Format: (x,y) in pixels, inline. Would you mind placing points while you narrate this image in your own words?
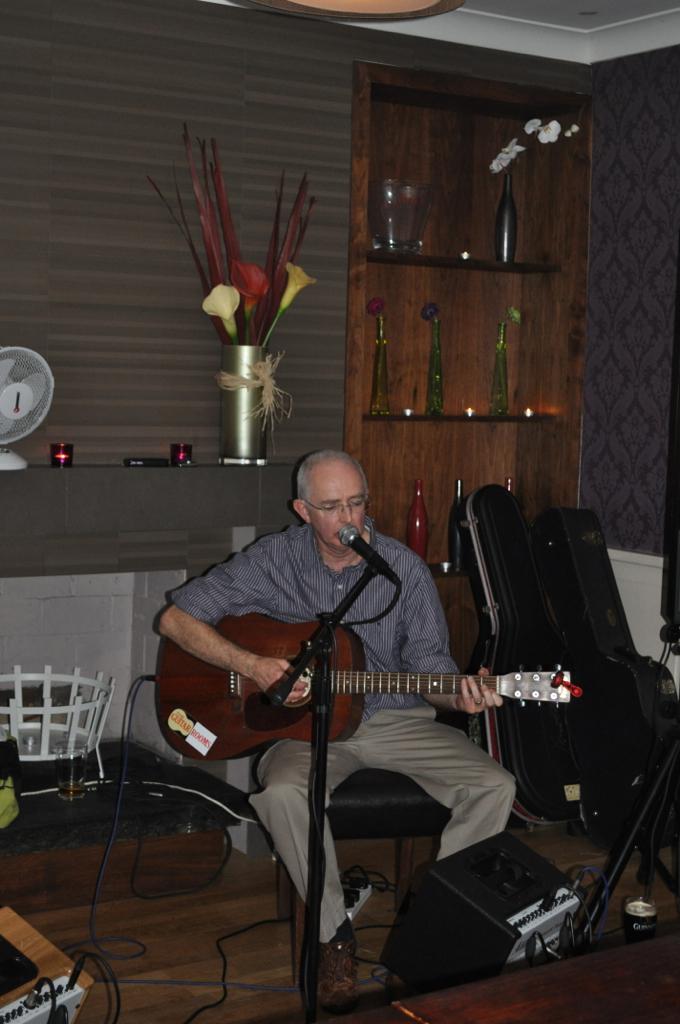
This man (300,605) is sitting on chair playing guitar (211,687) and singing in-front of this mic (370,556). This rack (387,366) is filled with bottles (435,376) and bowl (386,203). On this table (132,503) there is a fan (15,404), candles (55,464) and flower vase (251,390). On floor (194,975) there are cables (181,981), glass (634,910), guitar box (614,698) and a container (74,709).
